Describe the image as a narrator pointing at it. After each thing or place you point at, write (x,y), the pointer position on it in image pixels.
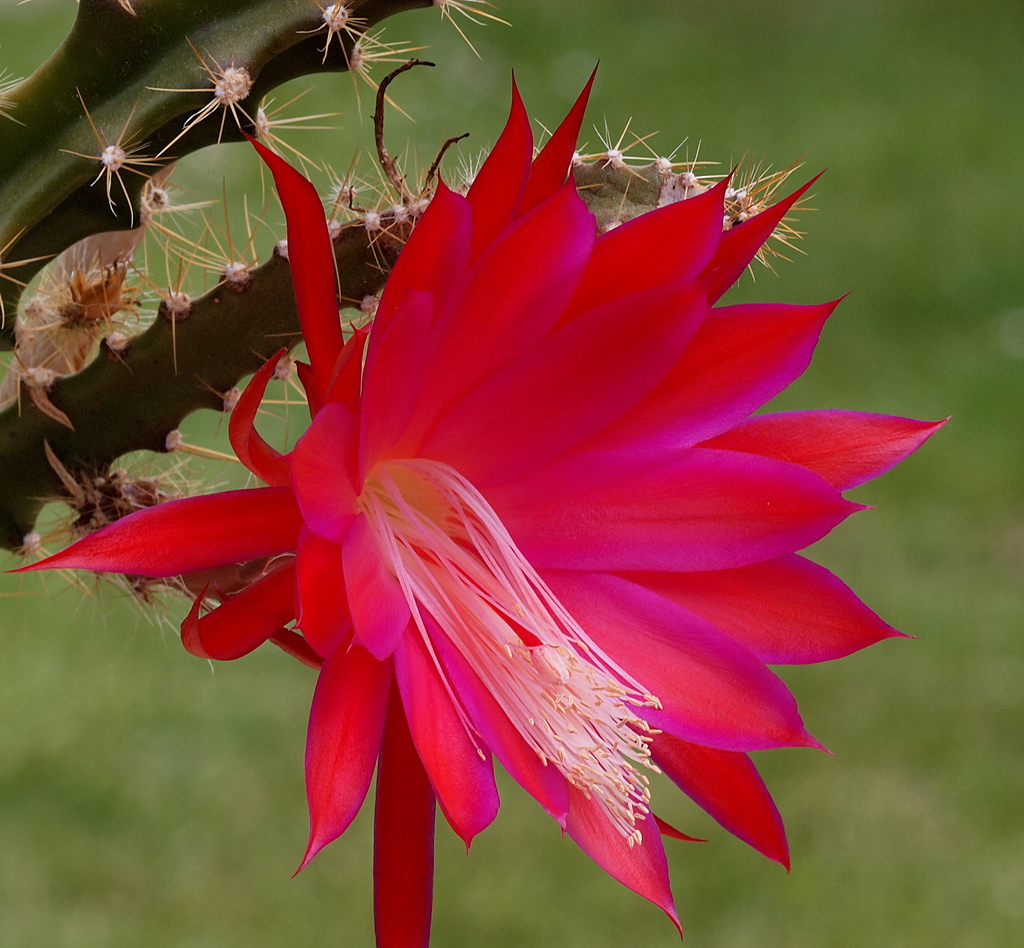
In this image there is a red color flower (403,542) to a cactus plant (178,17). Background (198,790) is green in color.
